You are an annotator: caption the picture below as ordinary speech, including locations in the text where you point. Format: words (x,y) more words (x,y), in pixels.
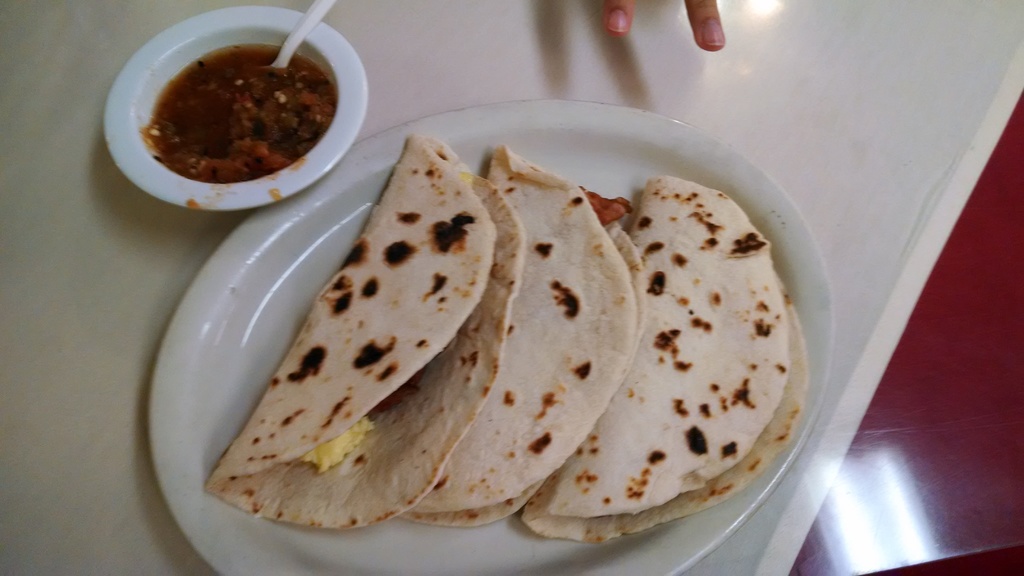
In this image we can see food (713,397) in a plate (389,535) and a bowl (109,129) with food item (263,95) and a spoon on a white color platform (754,96). At the top of the image (708,49) we can see two fingers (720,31) which are truncated. On the right side of the image (926,443) we can see a red color object (981,499).
